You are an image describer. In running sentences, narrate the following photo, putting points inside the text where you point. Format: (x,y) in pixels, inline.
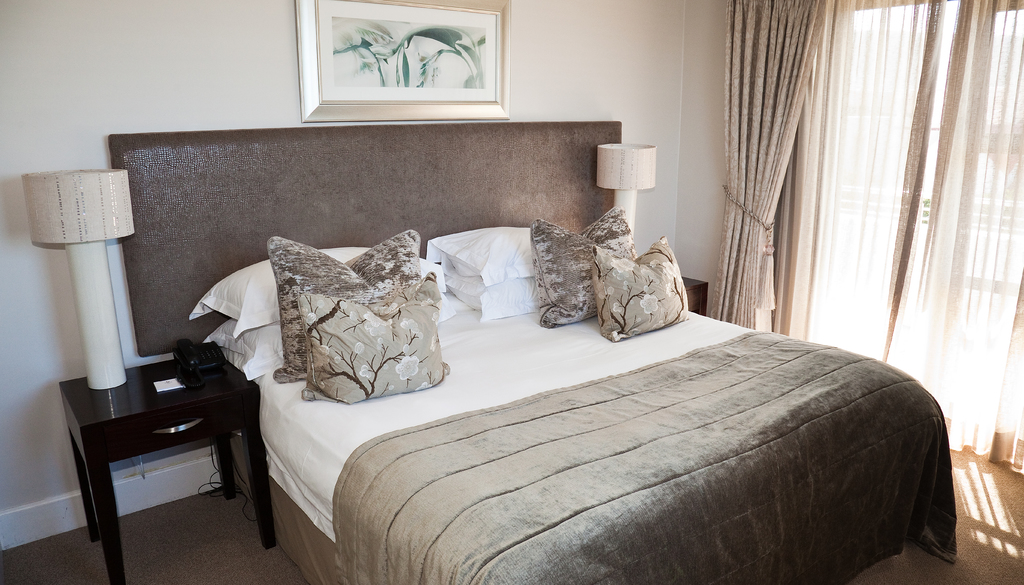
This is inside of the room (698,365), we can see pillows (530,248) on a bed (527,454), beside this bed (475,458) we can see telephone (191,354) and object (105,372) on the table (104,447). We can see frame (345,74) on a wall (222,109). Right side of the image (891,232) we can see curtains (861,216).
